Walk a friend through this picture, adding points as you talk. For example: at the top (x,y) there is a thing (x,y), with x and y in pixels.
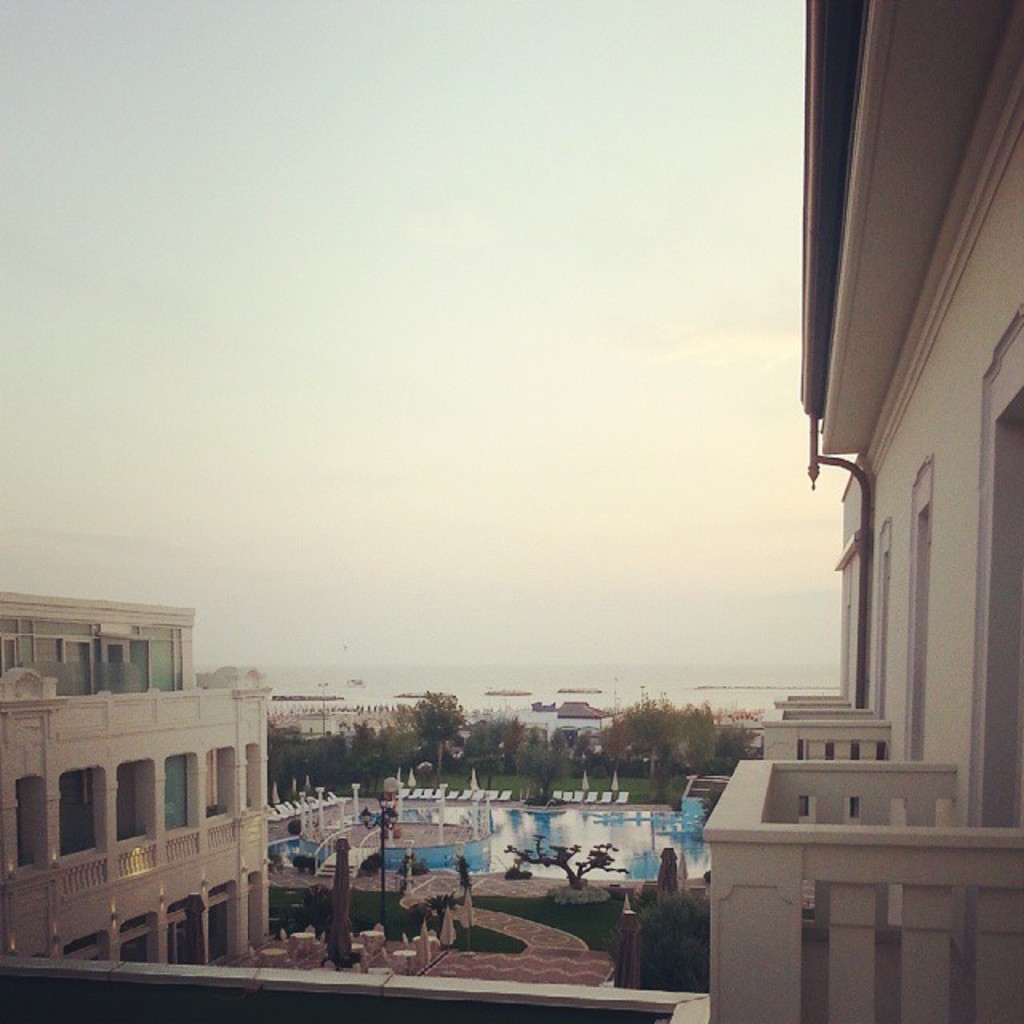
This image is taken from the top of the building (968,767). In the middle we can see a swimming pool (566,825). On the left side (80,801) there is a building (165,834). At the top (492,255) there is the sky (490,308). Beside the swimming pool (430,856) there are trees (297,743). On the right side (814,772) there is another building (932,707). At the bottom (477,954) there is ground (579,931) on which there is grass (564,920).
